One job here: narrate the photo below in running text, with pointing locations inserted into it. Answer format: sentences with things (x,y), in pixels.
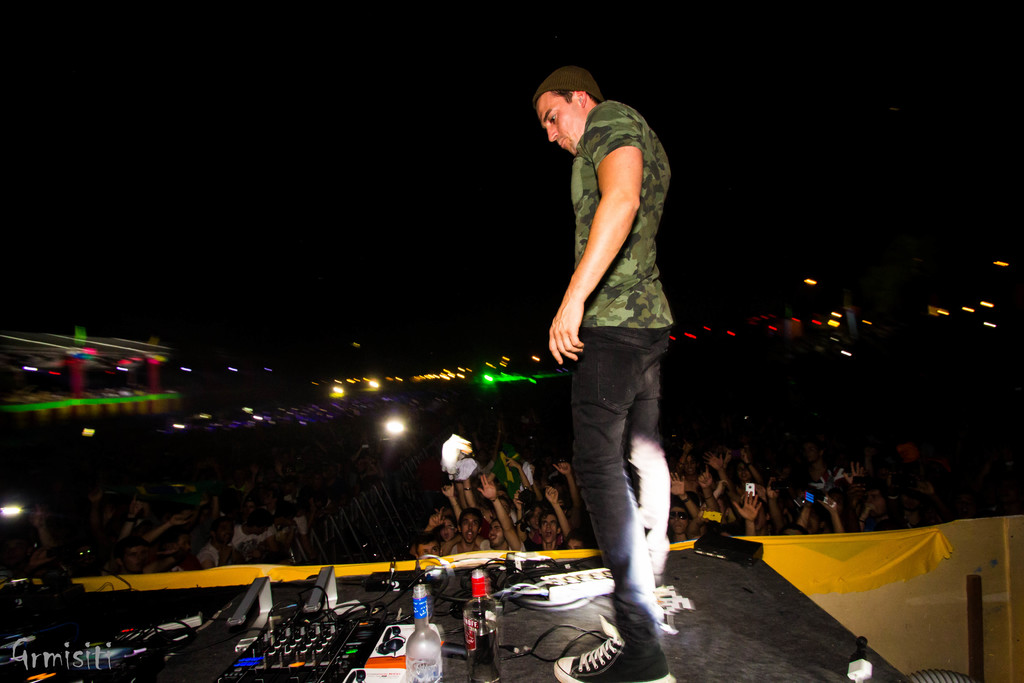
This person (585,214) is standing on a stage (513,619). On this stage (368,581) there are bottles (439,644) and devices (353,628). Background (536,475) there are audience (280,515) and lights (490,378).
